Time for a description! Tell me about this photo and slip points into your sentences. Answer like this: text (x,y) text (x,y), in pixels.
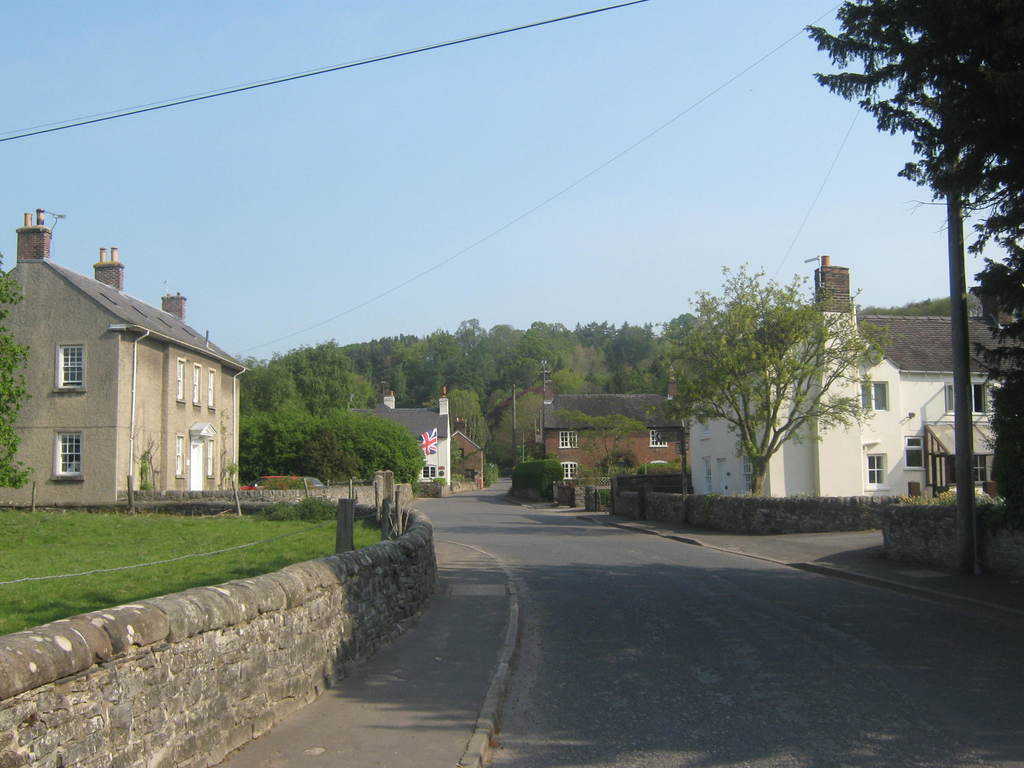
This picture shows few trees (607,383) and buildings (978,425) and we see a pole (957,369) and a pole light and we see a blue clear sky (407,277).
